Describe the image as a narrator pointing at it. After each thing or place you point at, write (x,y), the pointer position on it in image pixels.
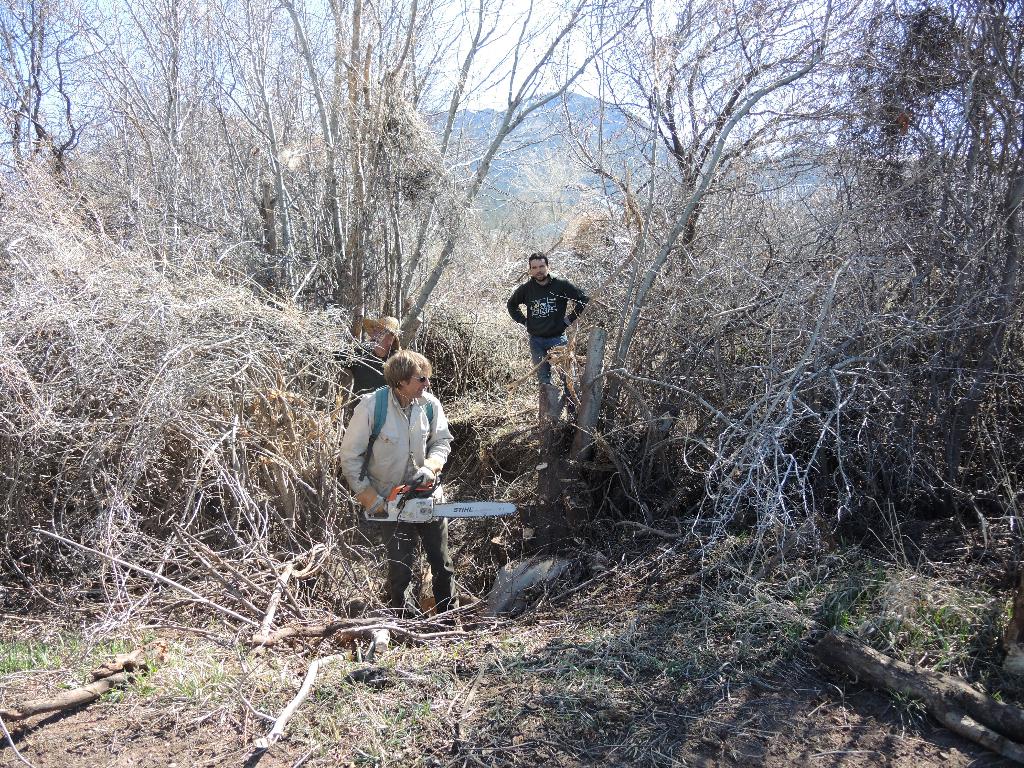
There are 3 people (387,422) are standing. There are trees (528,531) and a mountain (547,150) at the back (557,113).
